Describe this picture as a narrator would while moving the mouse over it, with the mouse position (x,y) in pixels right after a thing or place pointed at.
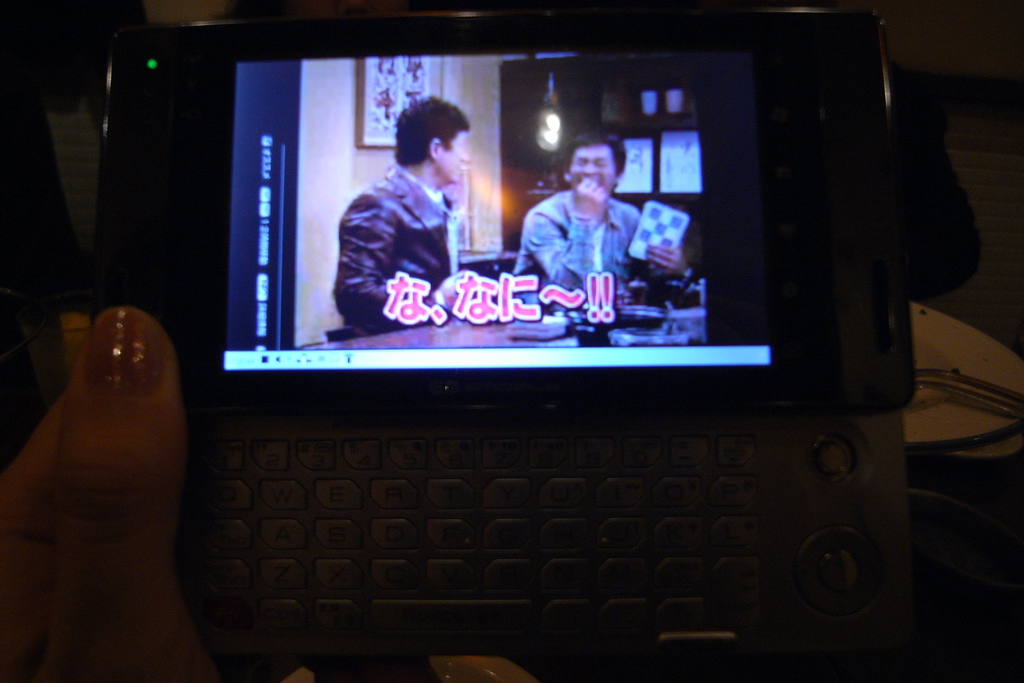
In this picture we can see a person (141,505) holding a device (483,559), here we can see a screen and in the background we can see some objects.
